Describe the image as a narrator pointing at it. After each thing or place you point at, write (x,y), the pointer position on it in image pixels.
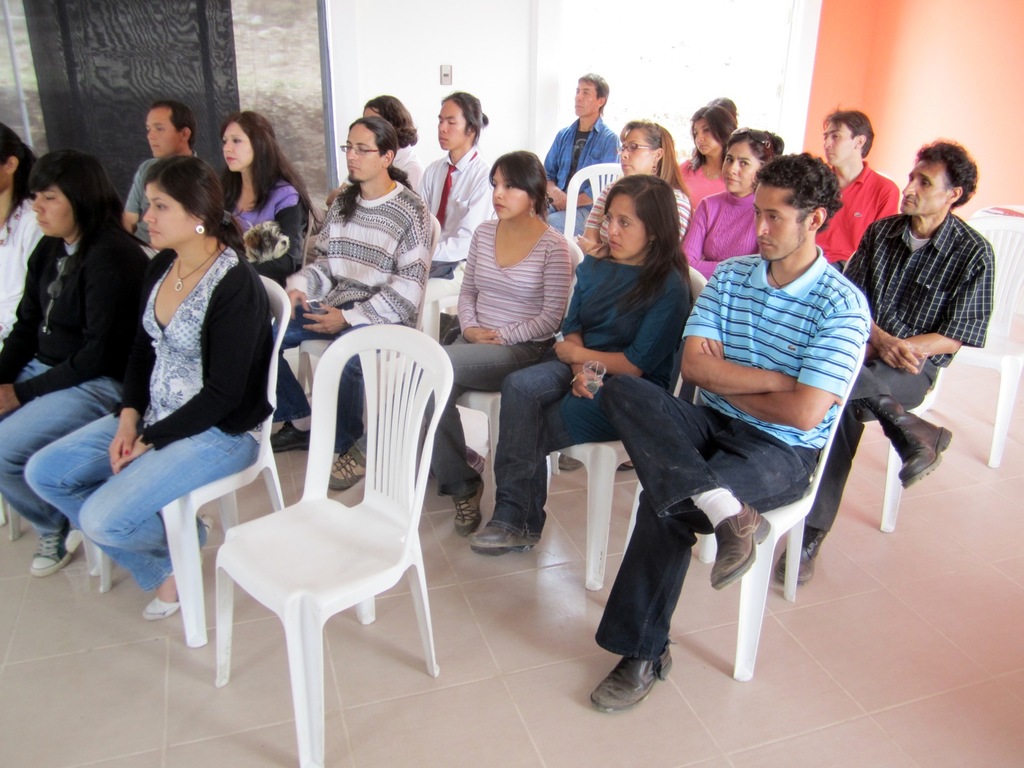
A group of people (475,331) sitting on the chair (409,403) and looking at something.
